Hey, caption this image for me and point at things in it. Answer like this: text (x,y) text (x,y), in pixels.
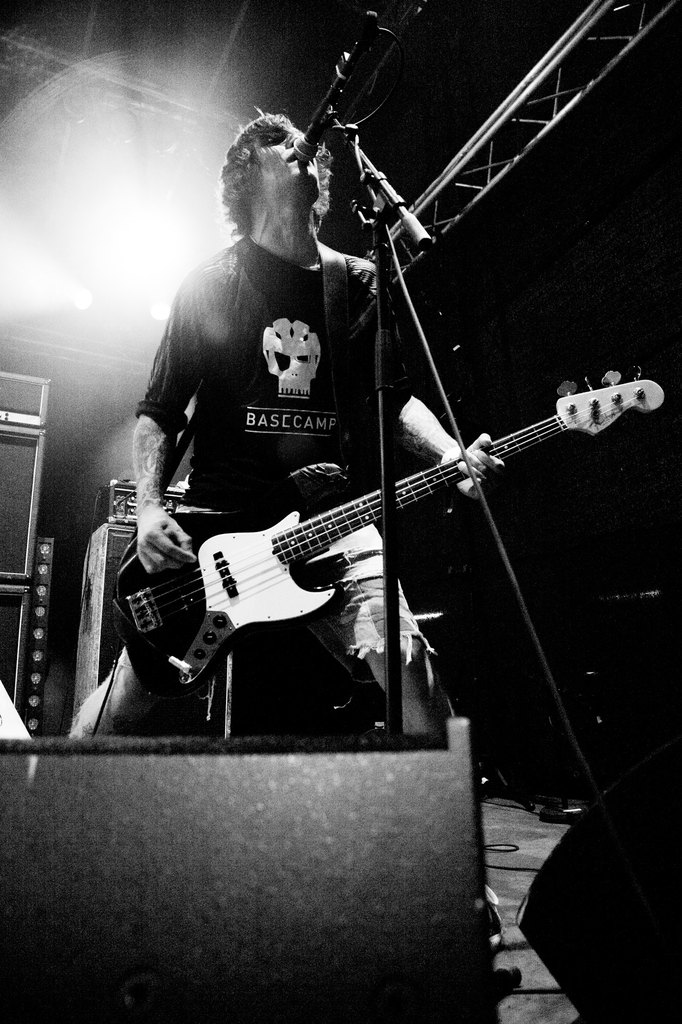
There is a man (275,117) standing on stage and playing guitar (219,652) and singing in a microphone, behind him there is a iron rod (471,207).
